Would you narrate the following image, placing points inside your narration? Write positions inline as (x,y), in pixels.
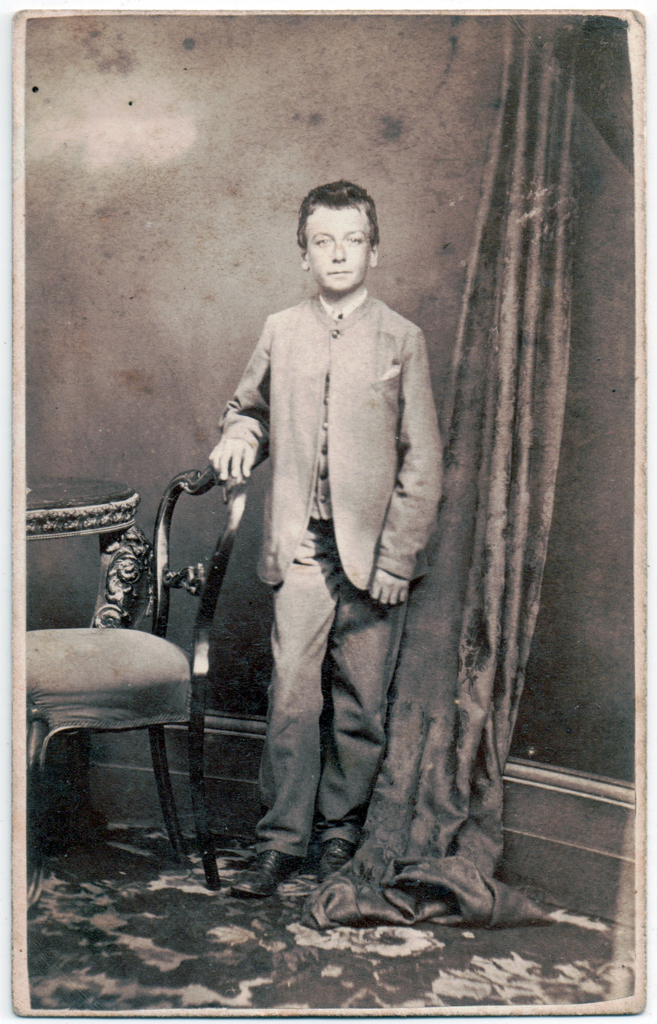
This is the picture of a person (305,794) who is standing beside the table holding the chair (167,546).
